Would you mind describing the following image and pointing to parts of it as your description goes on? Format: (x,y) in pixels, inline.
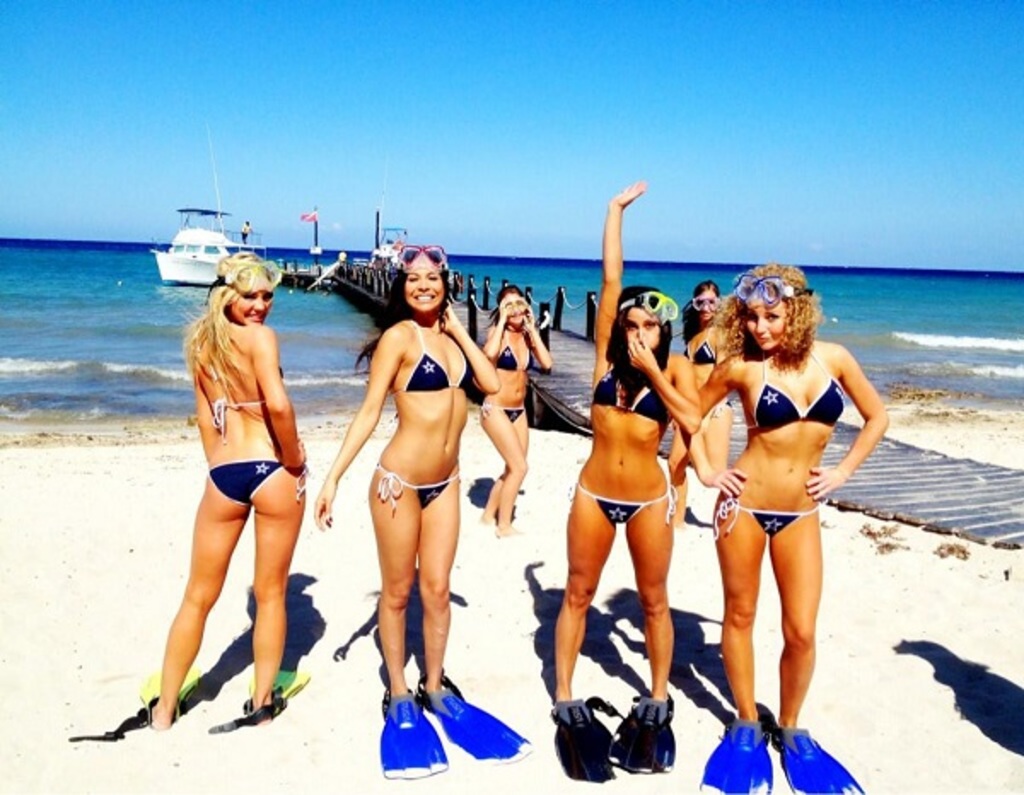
This picture shows few woman (700,327) standing they wore spectacles (661,316) and swimming flippers (481,759) to their legs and we see a foot over bridge (572,385) and a boat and we see a man (245,225) standing on it and we see water (125,366) and a blue sky (637,166).
